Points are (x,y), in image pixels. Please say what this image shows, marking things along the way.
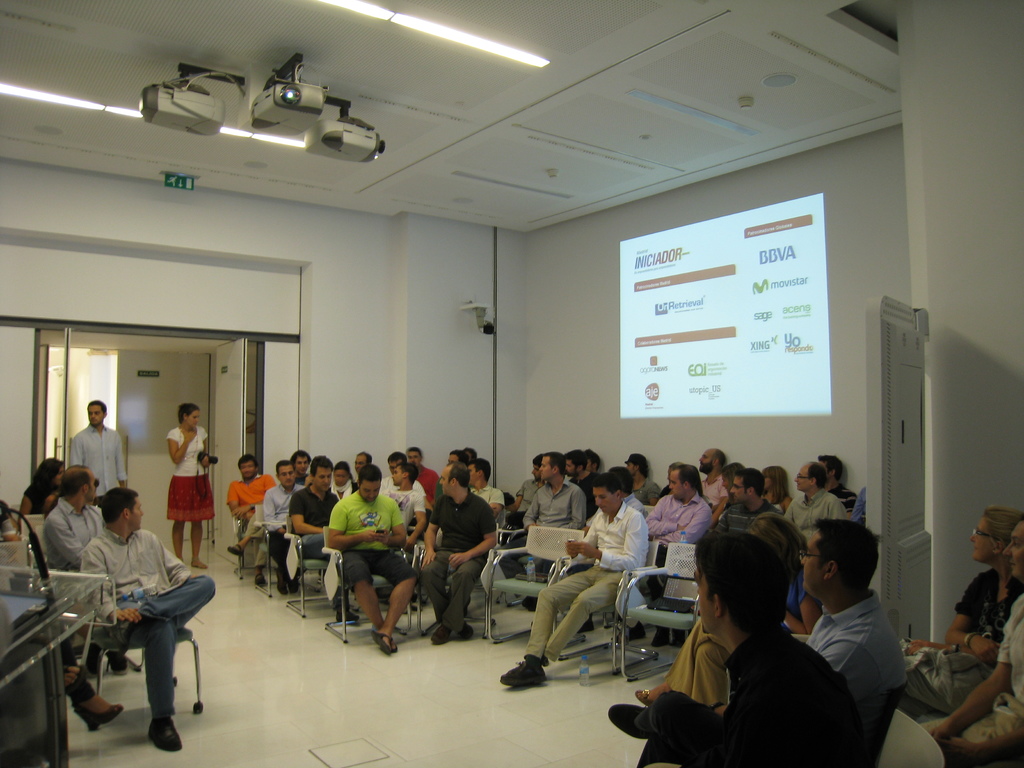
In this image we can see some persons (474,573), chairs (571,534), camera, bottle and other objects (49,644). In the background of the image (382,242) there is the wall (5,366), door (34,423), projector screen (650,309) and other objects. On the left side of the image (96,584) there is an object (52,622). On the right side of the image (782,638) there are some persons (680,666). At the bottom of the image (476,739) there is the floor (568,730). At the top of the image (424,103) there is the ceiling (92,135), lights (222,133), projector (266,105) and other objects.
